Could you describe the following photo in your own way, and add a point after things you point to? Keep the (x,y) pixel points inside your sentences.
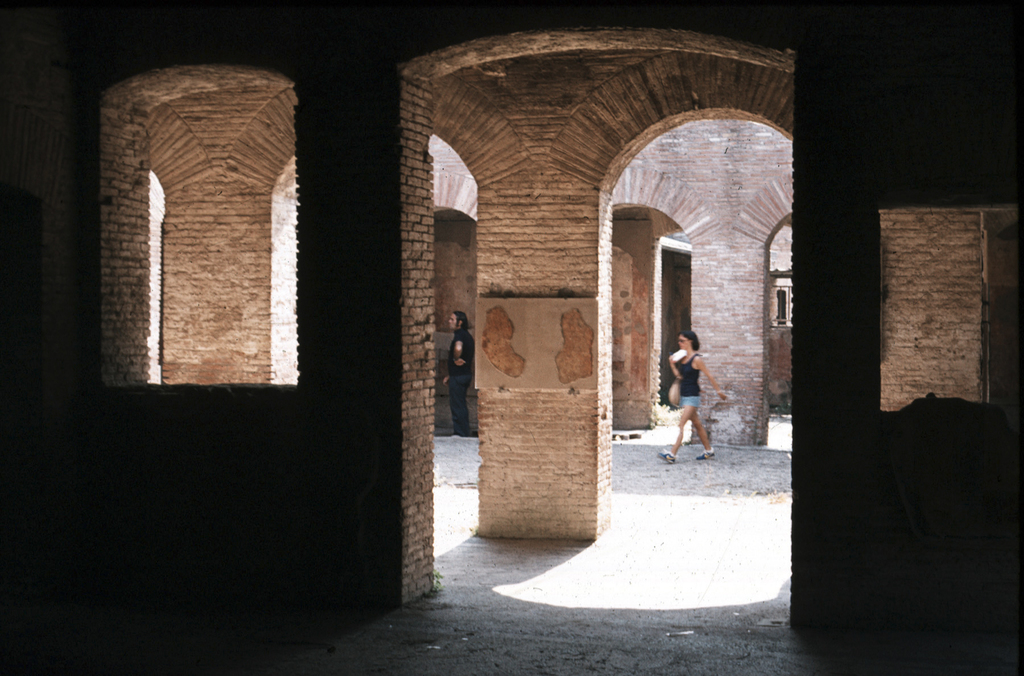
In this picture, it seems like arches (532,150) and pillars (480,236) in the foreground (600,334) and people (458,341) in the background (699,402).
